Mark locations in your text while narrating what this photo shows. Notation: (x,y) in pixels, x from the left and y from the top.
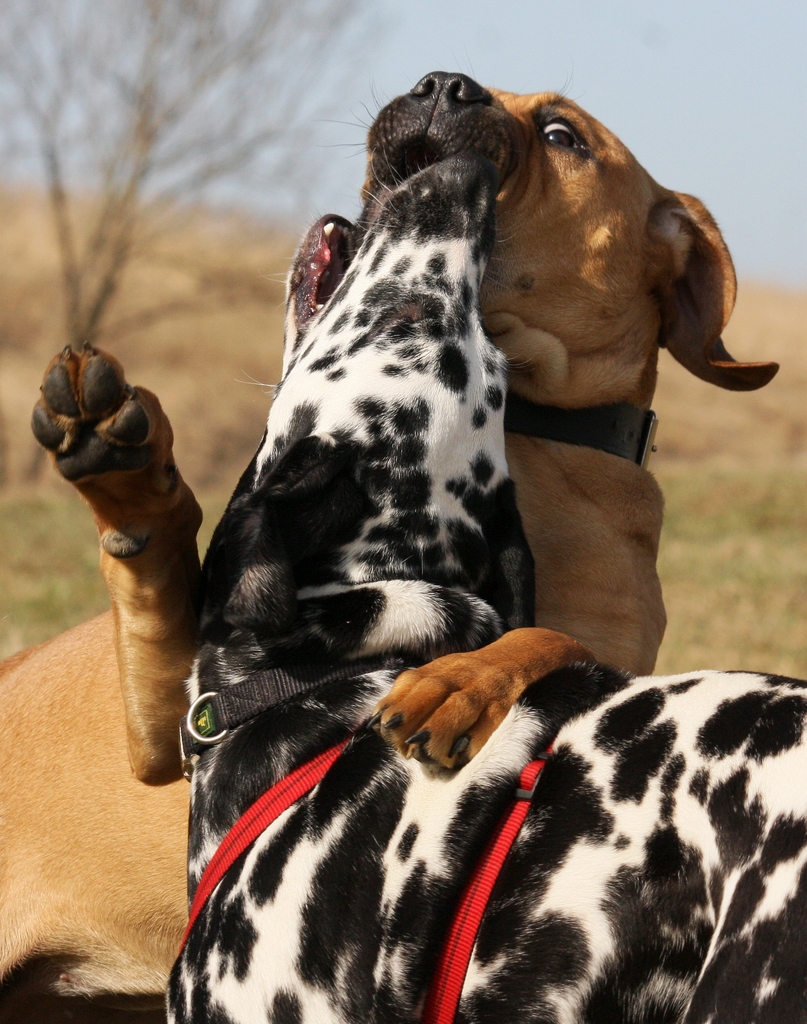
In this picture we can see couple of dogs (74,472), in the background (167,296) we can find a tree (151,108) and grass (685,542).
